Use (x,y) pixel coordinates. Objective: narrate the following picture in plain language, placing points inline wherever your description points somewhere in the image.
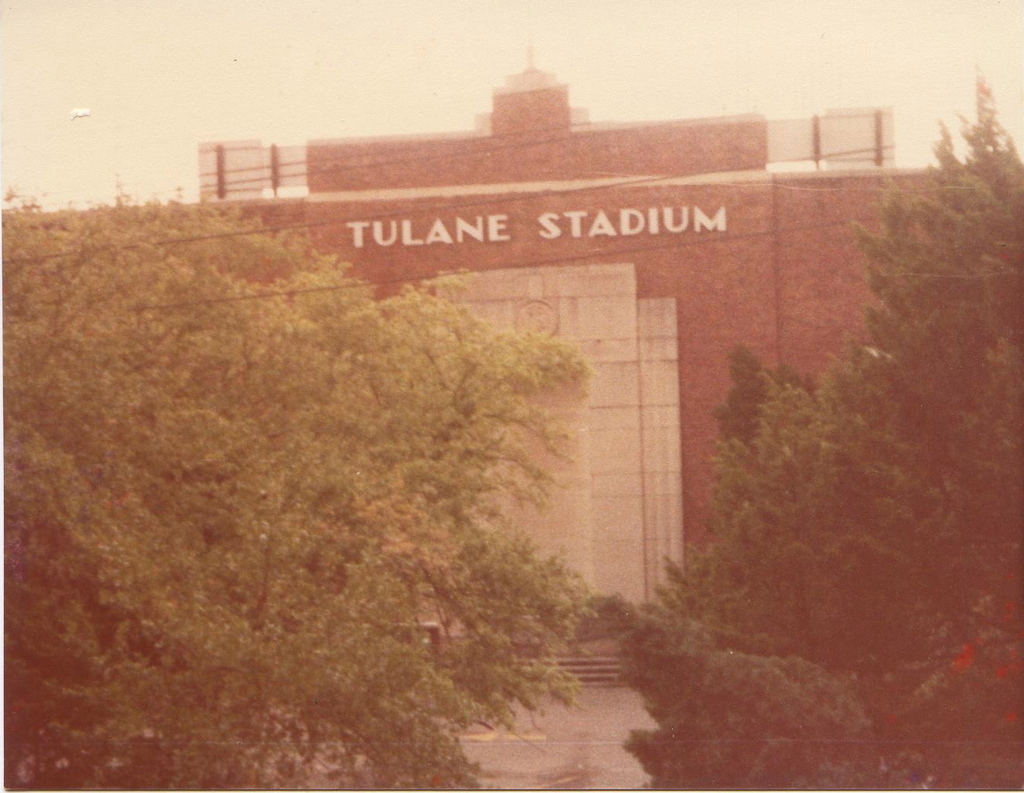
In this picture we can see building (581,448) of name Tulane stadium (698,221) and in front of that we can see trees (214,518) and road (553,764) and steps (575,659) to enter into that stadium (567,448) and above the stadium (583,409) we have sky (711,69).
